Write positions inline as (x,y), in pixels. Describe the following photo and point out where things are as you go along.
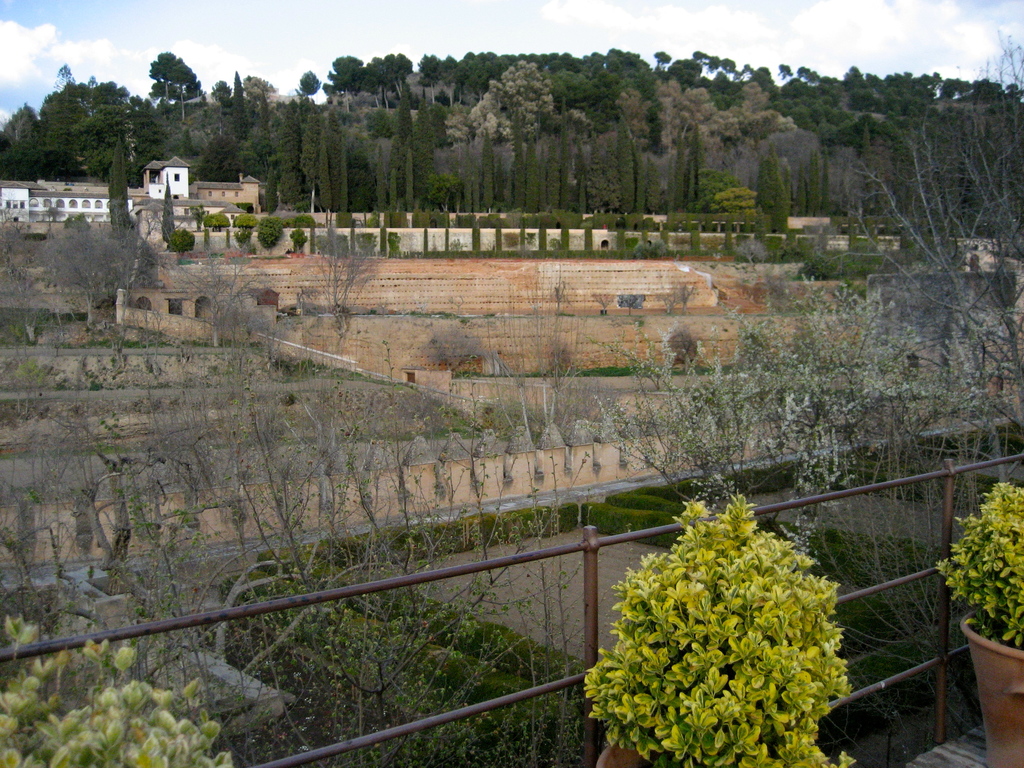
In the image there are plants (668,708), dry trees (310,511) and behind the dry trees (146,270) there are walls (500,272) and in the background (84,194) there is a building (177,206) on the left side (13,188), behind the building (15,205) there are plenty of trees (502,116).
